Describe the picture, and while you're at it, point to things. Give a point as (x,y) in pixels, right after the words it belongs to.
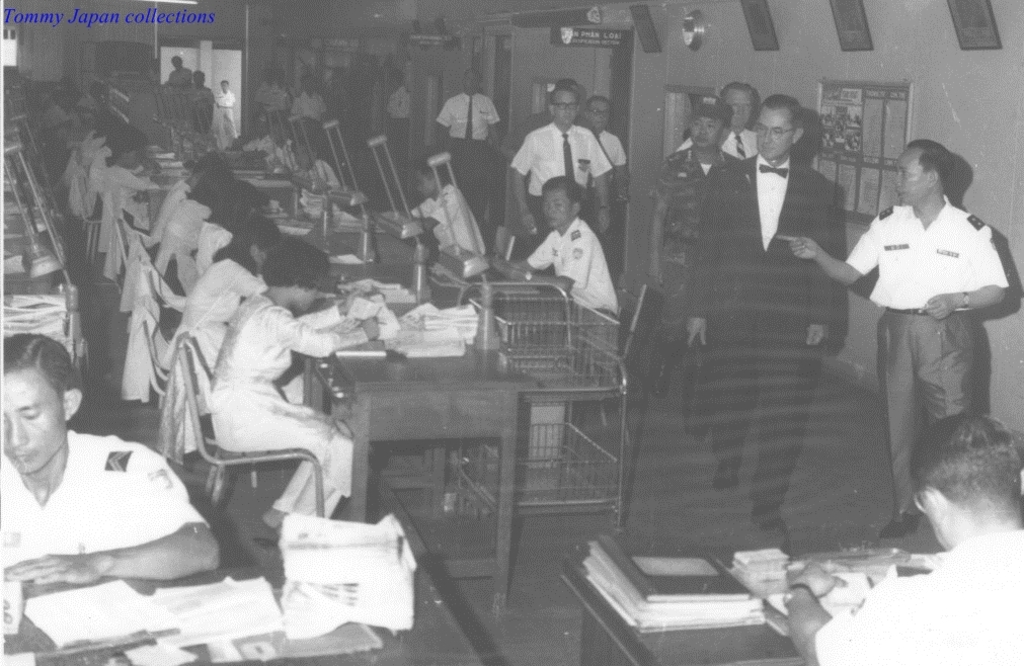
There are many persons (240,261) sitting chairs (138,358). There are some people (800,265) walking. There are many tables (435,359). On the table (437,378) there are some items (443,315). On the wall (758,65) there are photo frames (761,28), clock (701,28), window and a name board (606,41).
